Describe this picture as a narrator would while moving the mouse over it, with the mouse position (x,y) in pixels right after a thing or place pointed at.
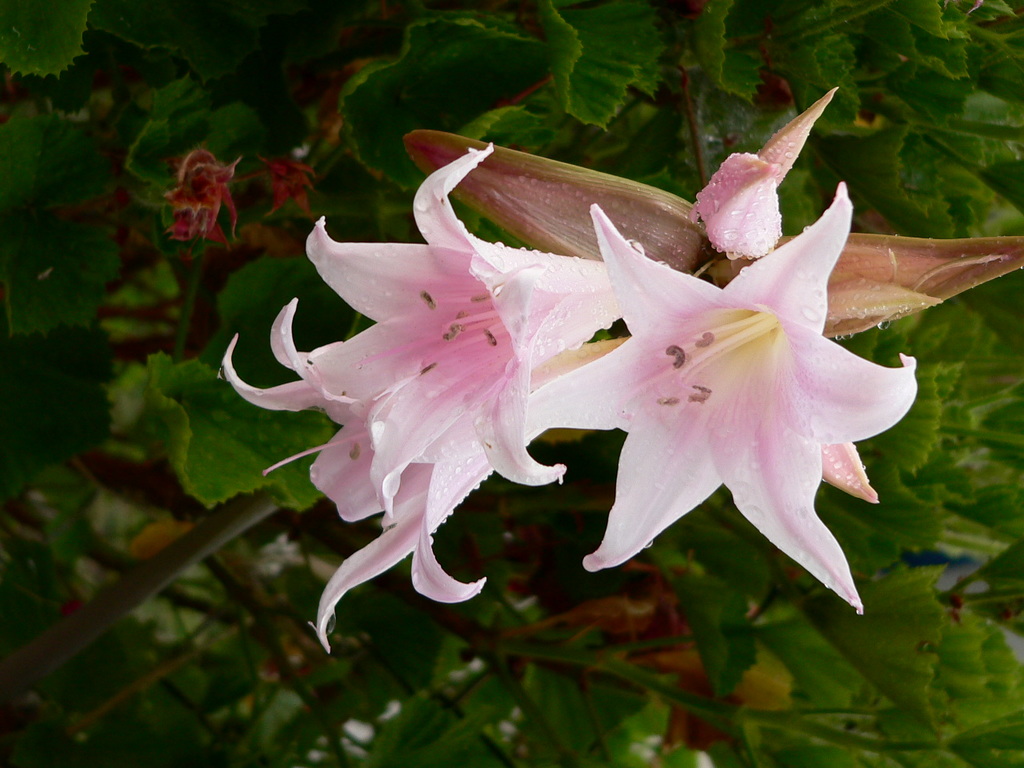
In this image in the foreground (672,512) there are flowers (730,419), and in the background (427,91) there are some plants (477,650).
